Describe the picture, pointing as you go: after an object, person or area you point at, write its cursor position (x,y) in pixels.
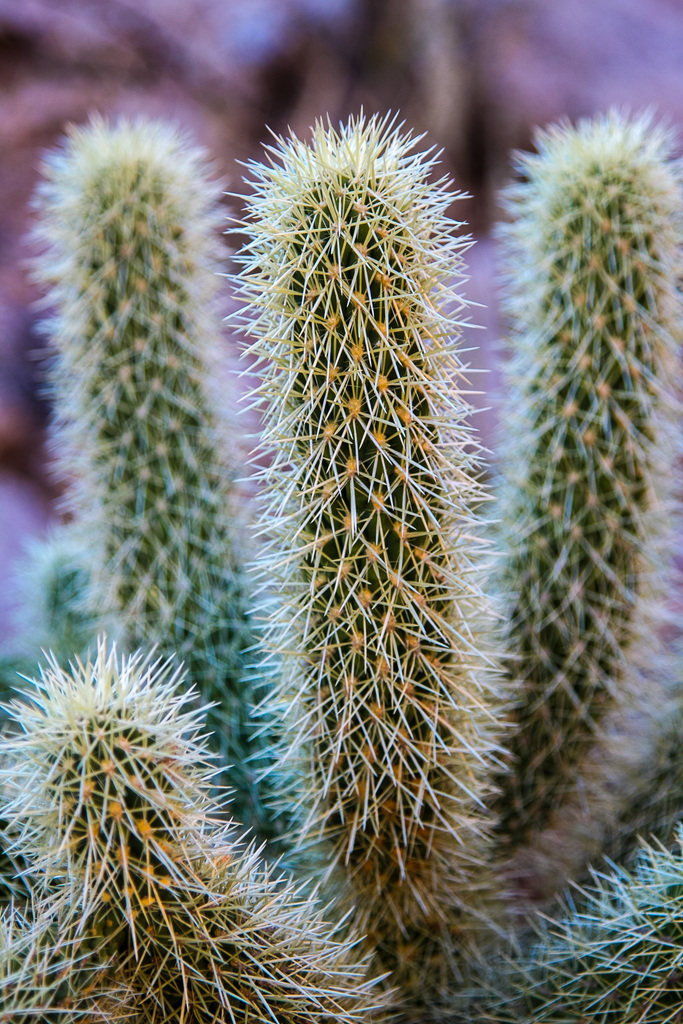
In the image we can see some plants (322,244). Background of the image (8,15) is blur.
